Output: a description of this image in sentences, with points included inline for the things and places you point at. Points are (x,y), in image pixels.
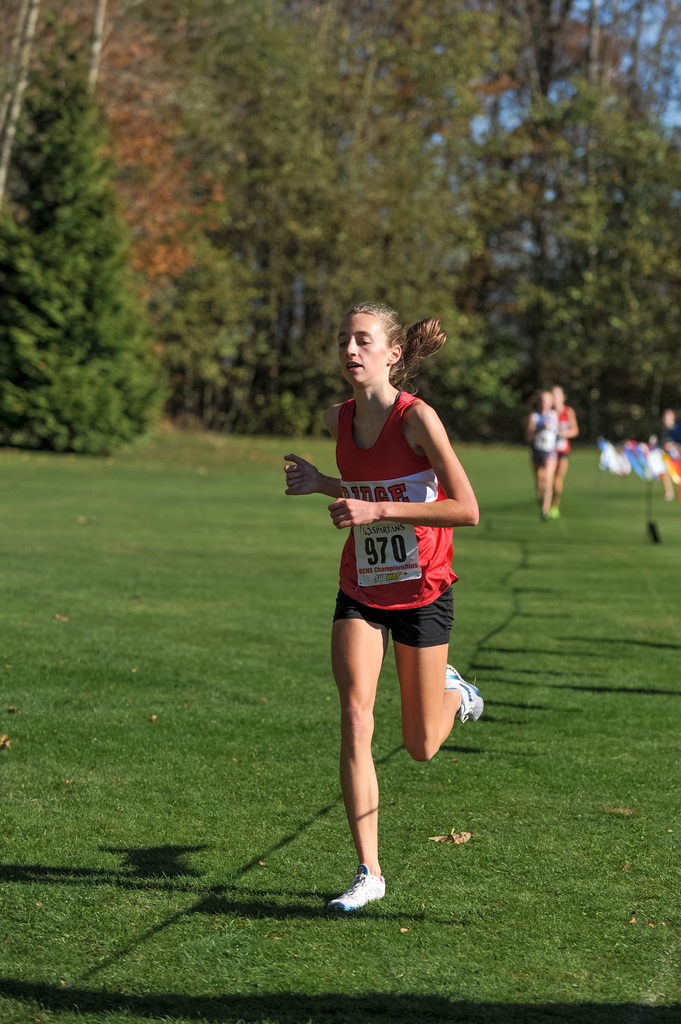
In the foreground of the picture (402,646) we can see a woman (405,592) running. In this picture there is grass (577,553). On the right (558,461) in the background (568,420) we can see people (533,448) running. In the background (481,292) there are trees (275,275).
